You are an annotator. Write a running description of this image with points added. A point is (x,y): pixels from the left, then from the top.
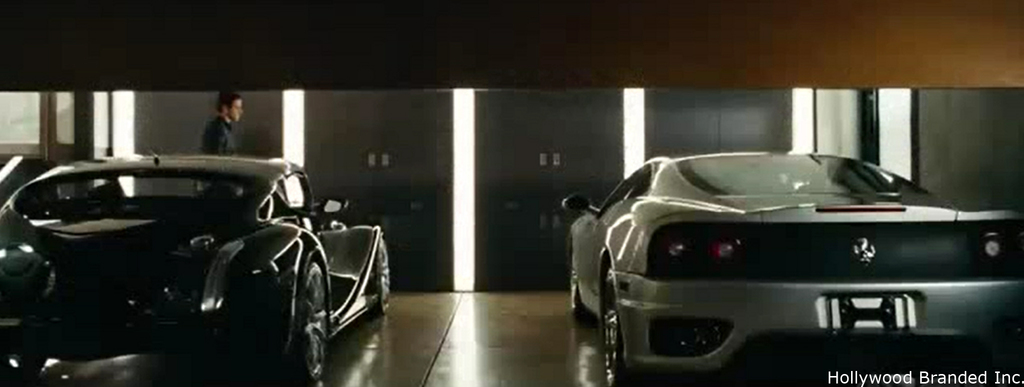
In the foreground of this image (176,300), there are two cars (660,320) on the floor (467,346) and a man (232,130) walking behind it and there is also a wall (489,135) and lights (454,136) in the background (327,116). On the top (425,66), there is a cardboard sheet (430,62).
